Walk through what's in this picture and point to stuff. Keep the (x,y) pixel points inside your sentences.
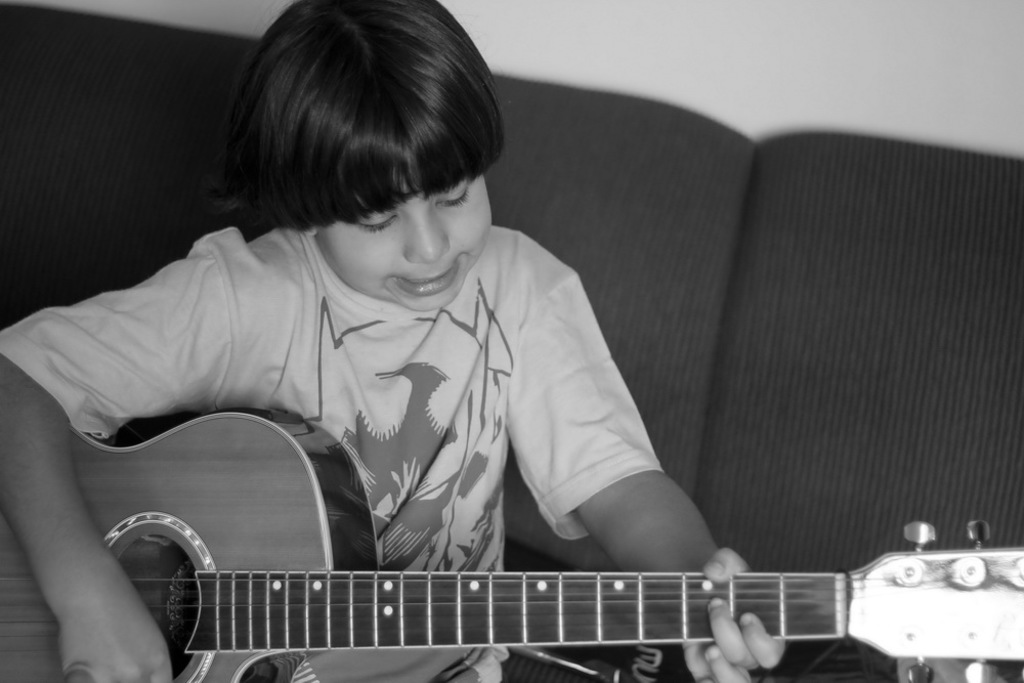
This is a picture of a boy (388,312) sitting on the couch (575,226), the boy (343,362) is playing the guitar (787,624) and the background of the boy (459,25) is a white wall (772,25).
